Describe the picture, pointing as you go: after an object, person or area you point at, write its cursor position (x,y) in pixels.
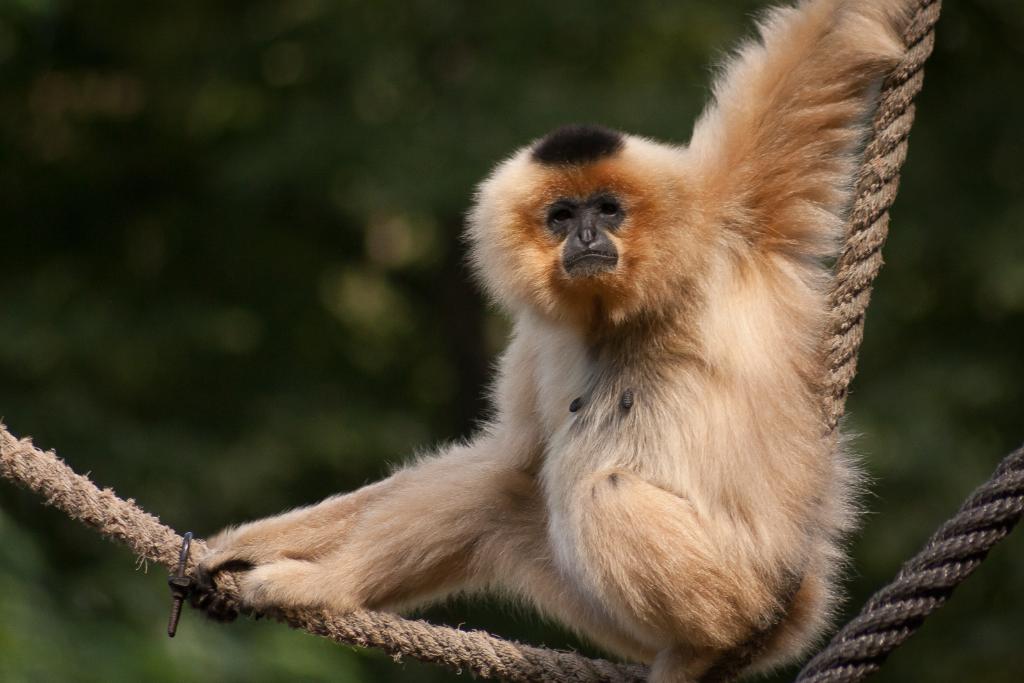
In the image we can see a monkey (575,489), pale brown in color. Here we can see the ropes (506,652) and the background (184,359) is blurred.
